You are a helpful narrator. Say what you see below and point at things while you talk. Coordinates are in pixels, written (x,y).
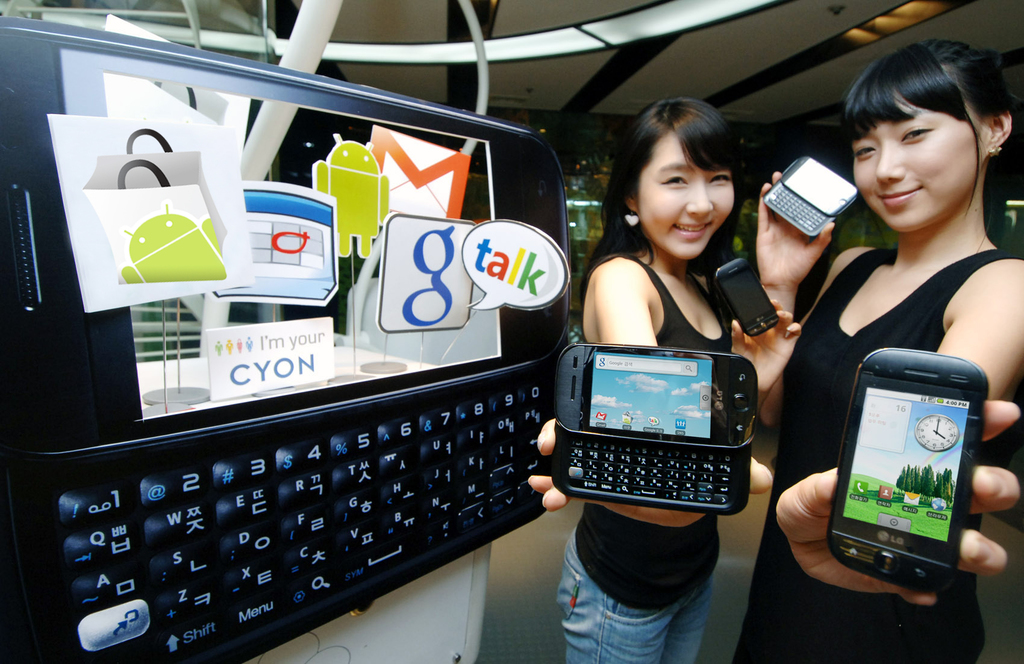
In this picture I can see 2 women (917,182) who are standing in front (940,290) and I see that both of them are holding mobile phones (731,304) in their hands (776,326) and I see that they're smiling. On the left side of this image (132,457) I see the depiction of a mobile phone (293,209) and in the background (692,10) I see the lights (557,41) on the top of this image (601,32).
